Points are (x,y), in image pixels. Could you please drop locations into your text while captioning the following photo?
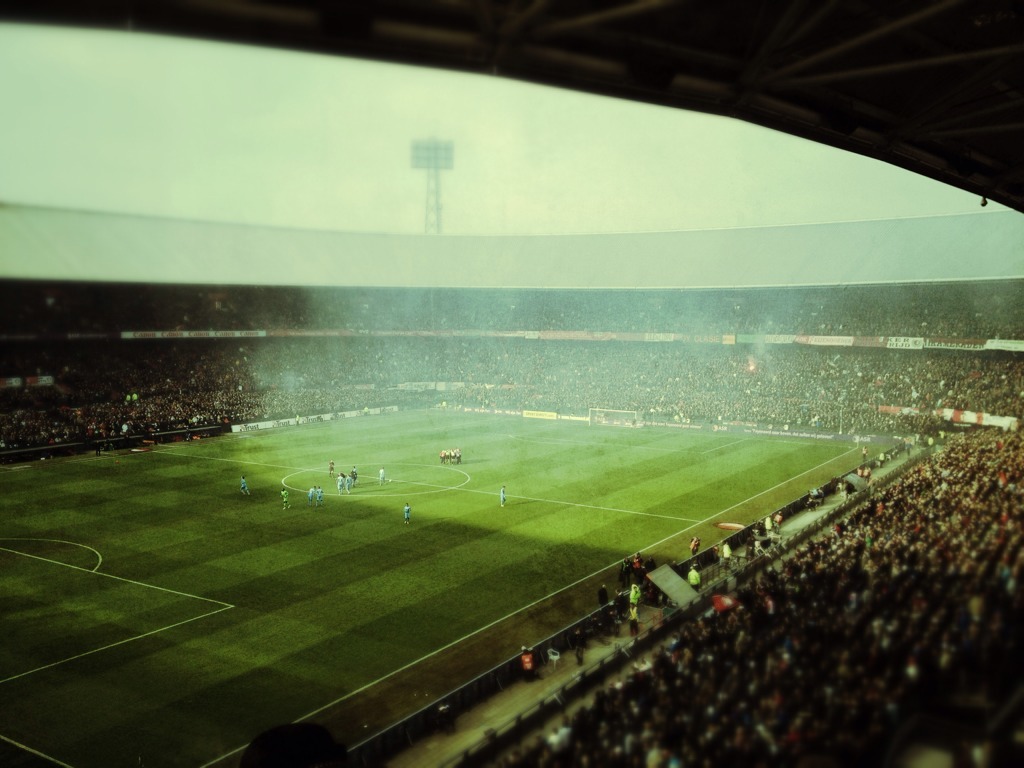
In the center of the image (446,432) we can see a few people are standing on the ground (340,732). On the right side of the image (780,596) we can see a few people (701,667) and some objects (726,608). At the top of the image (763,58), we can see an object (908,110). In the background (59,101), we can see the sky (537,143), banners (680,336), one goal post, few people (793,396) and a few other objects (640,257).
